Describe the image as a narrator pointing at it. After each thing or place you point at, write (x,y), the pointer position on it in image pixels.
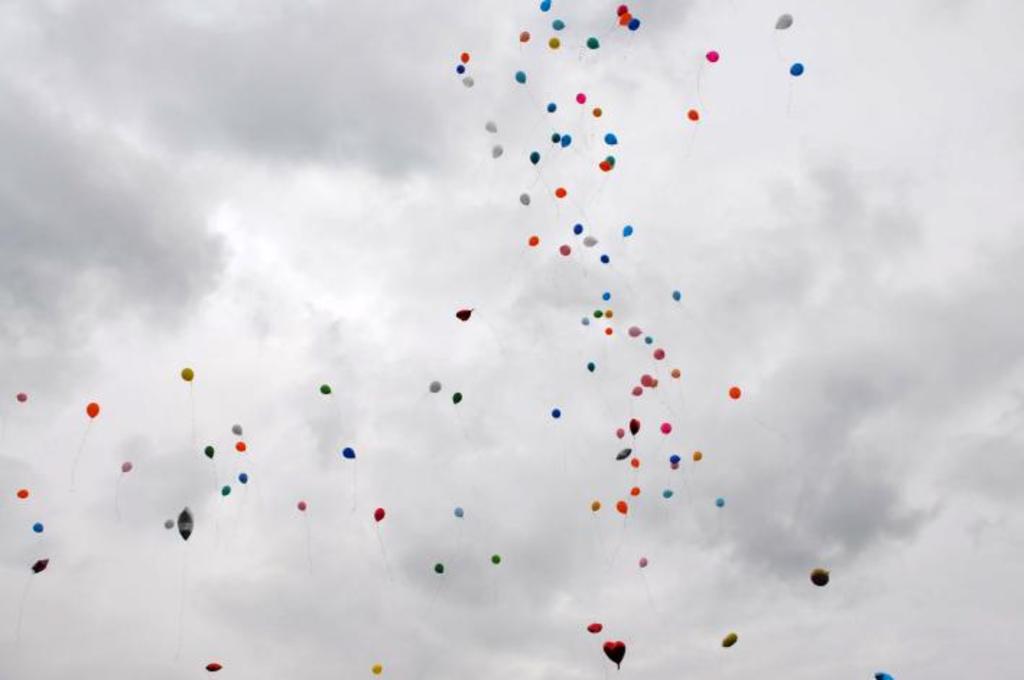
In this image I can see few balloons (634,433) which are red, blue, pink, yellow and white in color are flying in the air (466,447). In the background (433,455) I can see the sky (431,340).
